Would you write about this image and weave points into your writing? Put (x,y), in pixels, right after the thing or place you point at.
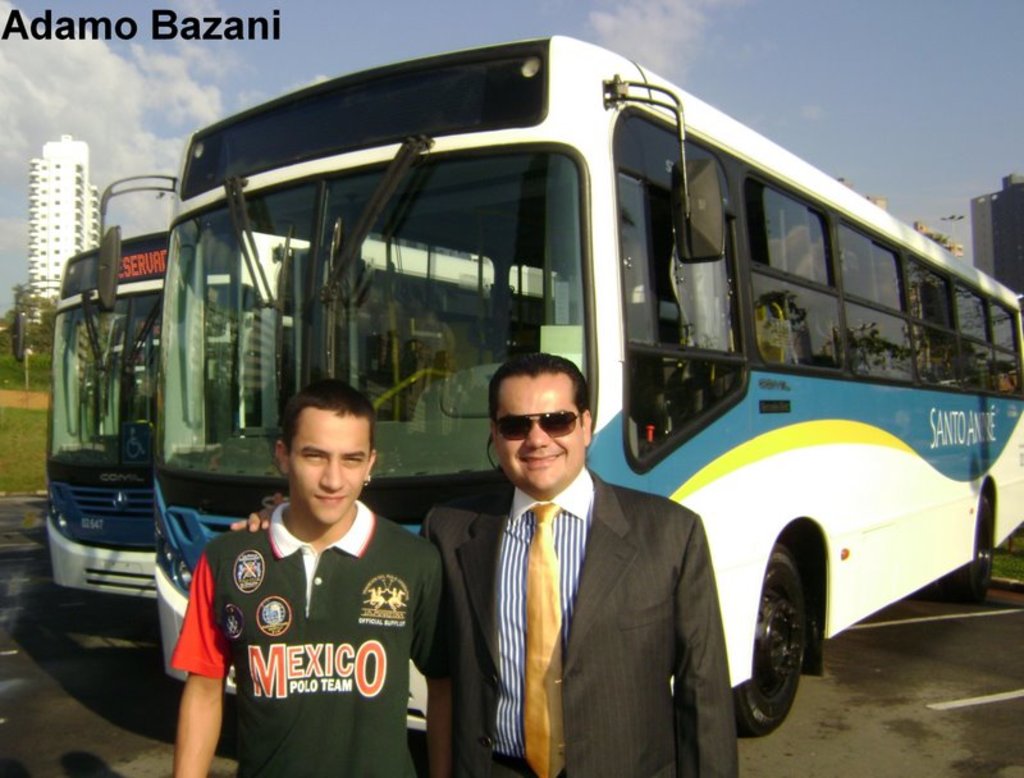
There are people (562,390) standing in the foreground area of the image (291,395), there are buses (460,257), buildings (885,201), greenery (16,362), it seems like the pole (24,350) and the sky (862,145) in the background (25,19). There is text (12,23) at the top side (92,36).
